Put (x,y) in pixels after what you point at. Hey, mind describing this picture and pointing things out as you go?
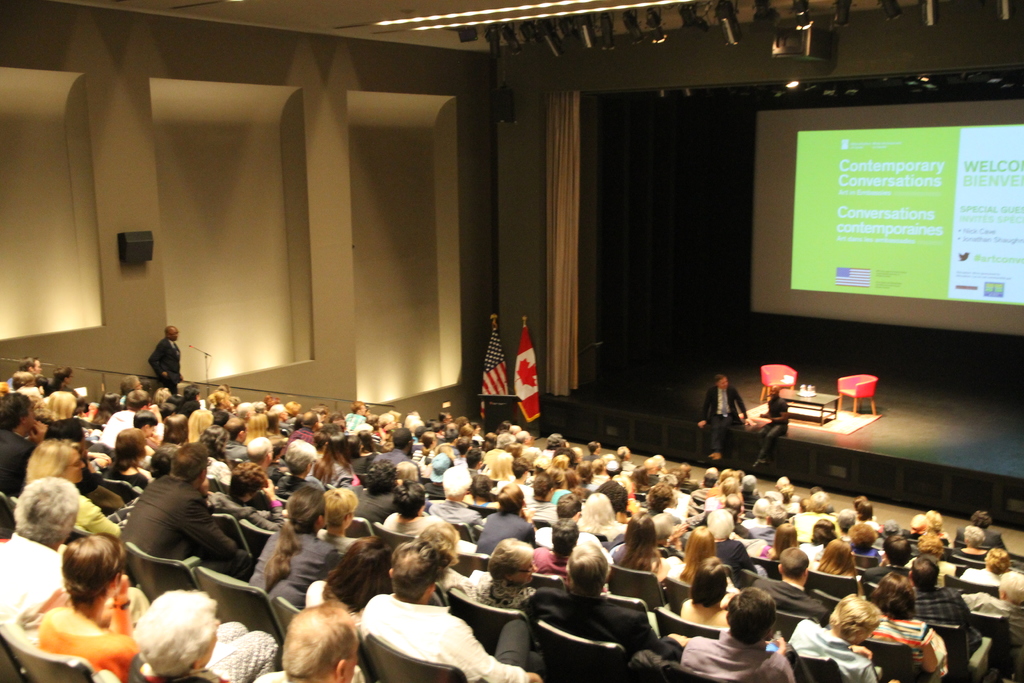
In this picture we can see some people (616,545) sitting on chairs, on the left side (166,345) there is a person (174,355) standing here, we can see screen (955,254) in the background (963,237), there are two chairs (840,387) and a table (809,399) here, there are two flags (525,379) and a curtain (564,268) here.
